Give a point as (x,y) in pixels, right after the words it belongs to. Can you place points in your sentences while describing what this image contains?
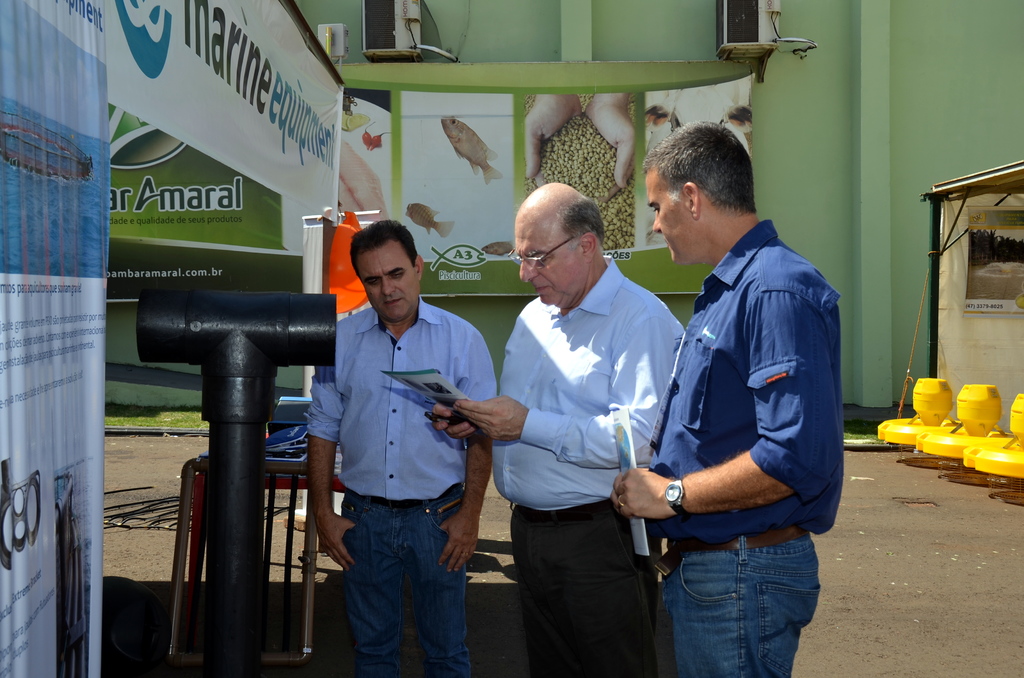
In this image we can see three persons (684,386) and few people (651,398) are holding some objects (633,464) in their hands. There are few advertising boards (1008,271) and banners (994,279) in the image. There is a tent (945,284) at the right side of the image (958,252). There are few object (972,406) at the right side of the image (1012,446). There is a grassy land (162,417) in the image. There are few objects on the wall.
